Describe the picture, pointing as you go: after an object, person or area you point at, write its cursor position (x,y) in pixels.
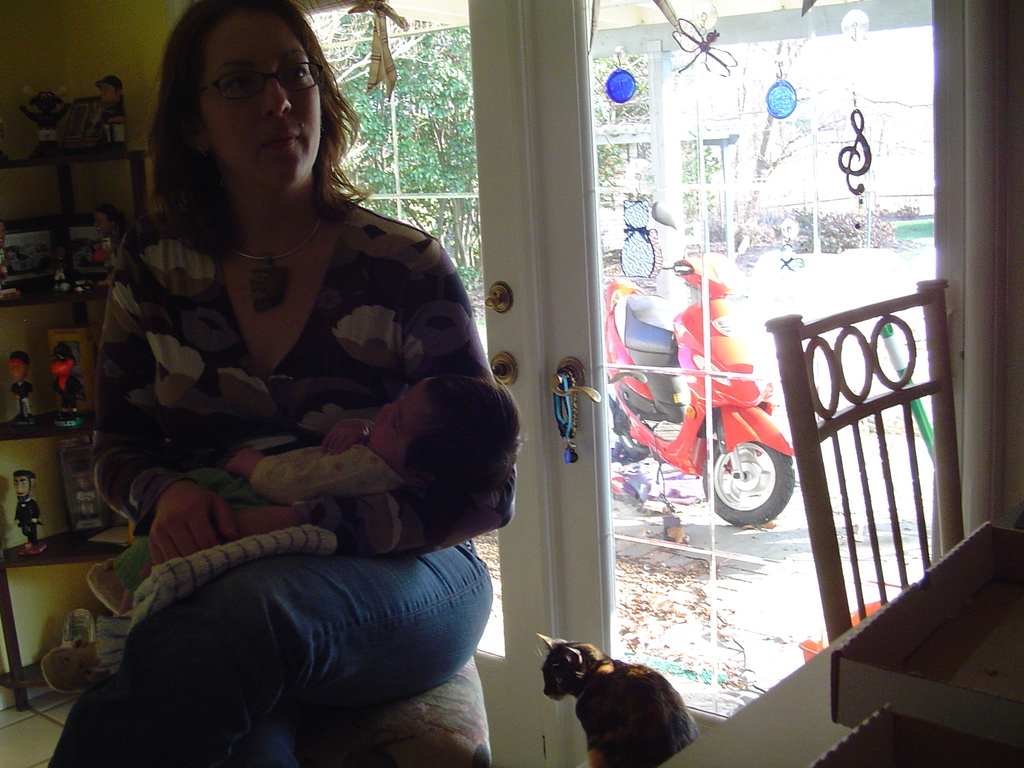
In this image I can see a woman (293,350) wearing black, cream and blue colored dress (302,356) is sitting on a chair (398,729) and holding a baby (277,490) in her lap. I can see a cat (641,710) on the ground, few toys (75,506) in the rack (60,300), a box (873,720) on the table (827,735), the cream colored wall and the glass door (523,253) through which I can see few trees (410,87), a motorbike (730,372) which is red in color and few other objects (635,267).
